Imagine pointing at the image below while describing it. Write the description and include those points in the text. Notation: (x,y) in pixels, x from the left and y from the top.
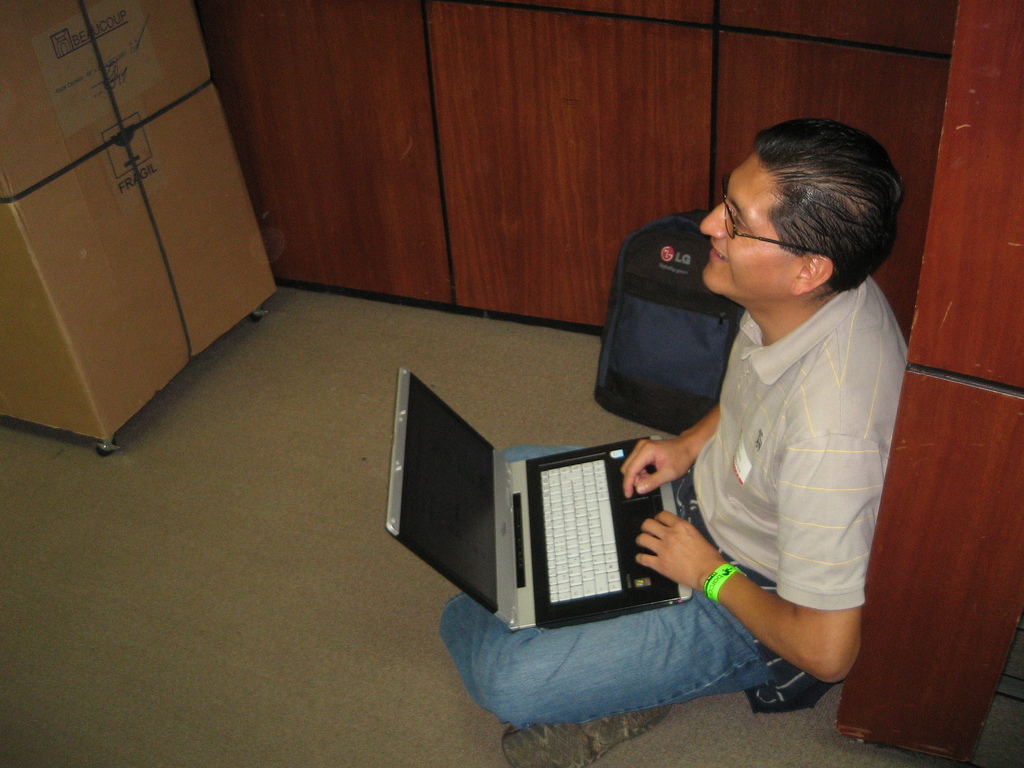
In this image in the center (643,480) there is one person (745,357) who is sitting and smiling, and he is holding a laptop (643,507) and beside him there is a bag (705,259). And in the background (878,124) there is wall (399,134) and some box (119,125), and at the bottom (697,739) there is floor (50,730). On the right side of the image (938,404) there is a wooden board (971,215).
